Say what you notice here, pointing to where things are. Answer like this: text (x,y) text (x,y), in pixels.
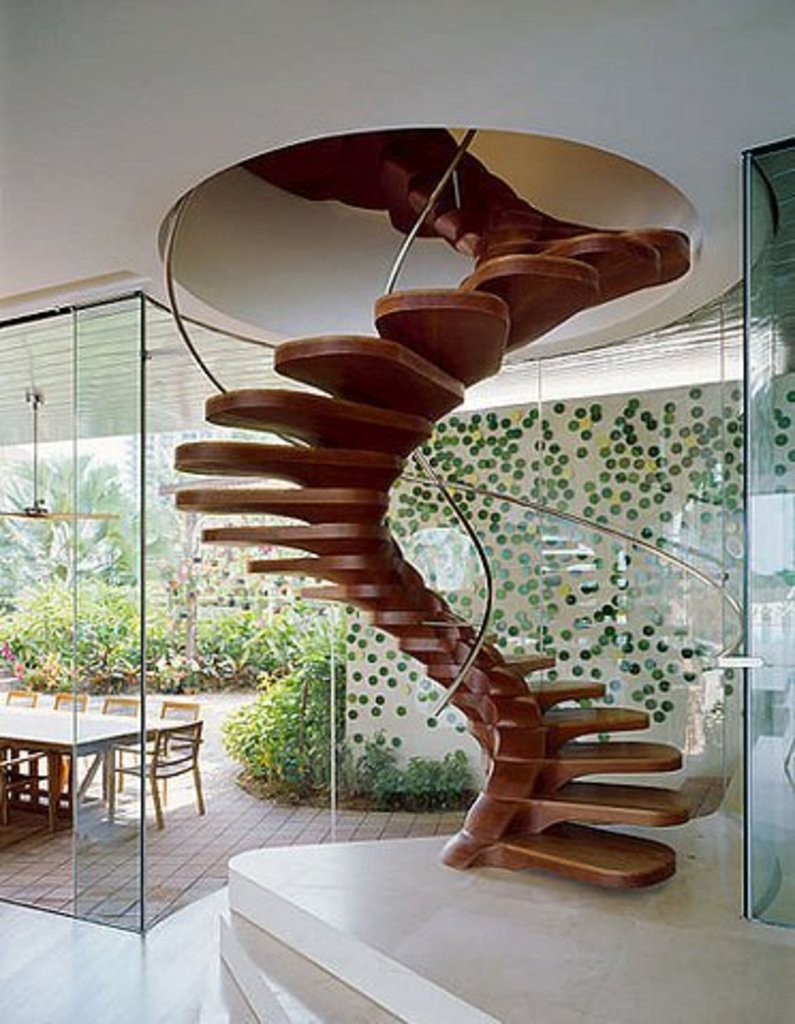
In this image we can see the staircase (505,737), glass doors (778,311), table (20,744), chairs (162,757), plants (285,748), trees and the building (626,400) in the background (251,575).
